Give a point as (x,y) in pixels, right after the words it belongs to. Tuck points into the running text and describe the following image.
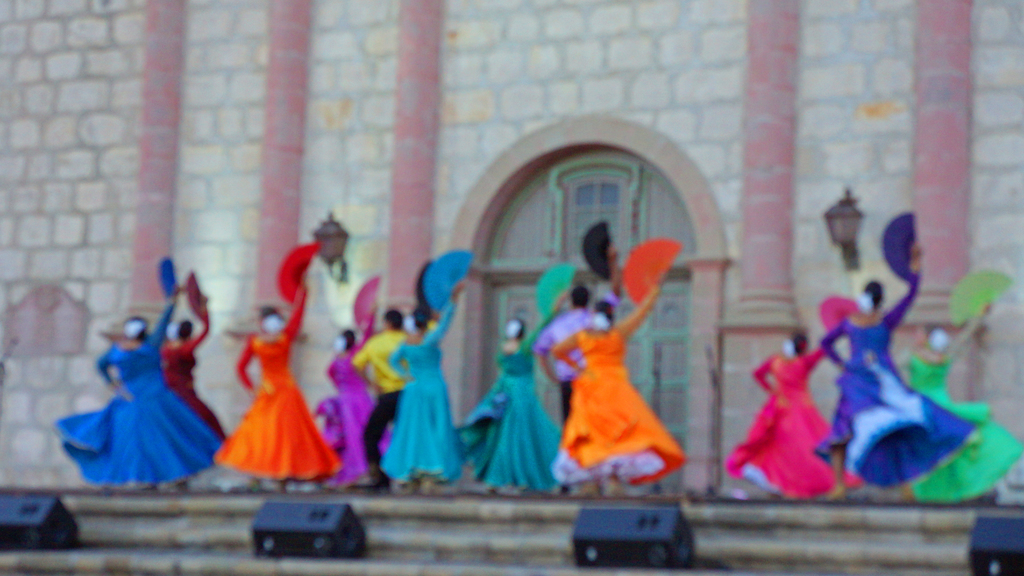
In this image, we can see people (888,425) wearing clothes (419,406) and dancing in front of the wall (433,130). There is a door (663,342) in the middle of the image (652,331). There are speakers (668,566) at the bottom of the image (643,521).
